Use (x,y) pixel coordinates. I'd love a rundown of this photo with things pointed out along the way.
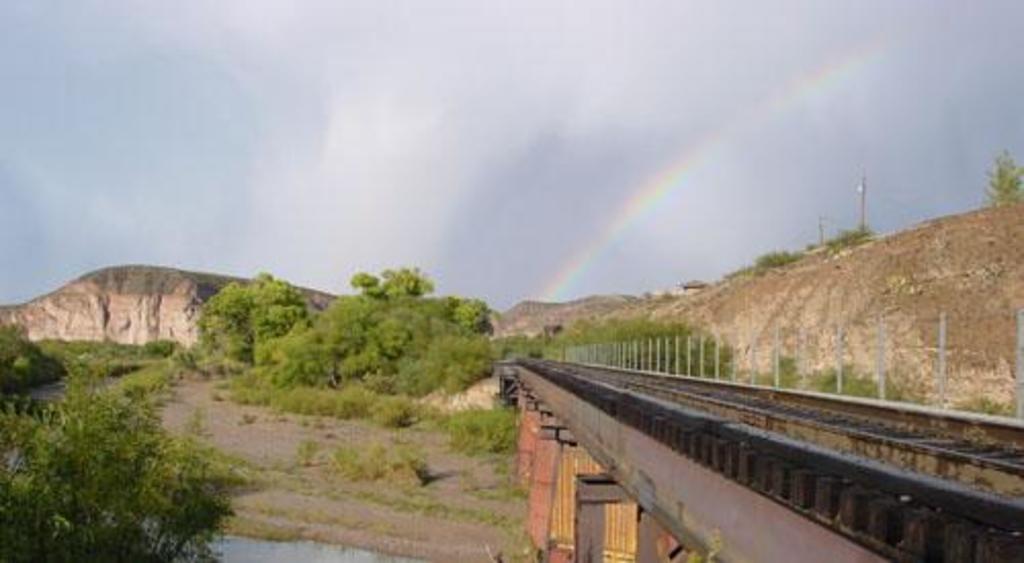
In this image we can see few trees (292,370). There are many plants (353,353) in the image. There is a bridge (763,431) at the right side of the image (831,461). We can see the clouds (432,156) in the sky (391,142). There are few hills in the image. We can see the water (283,548) at the bottom of the image (282,554).
